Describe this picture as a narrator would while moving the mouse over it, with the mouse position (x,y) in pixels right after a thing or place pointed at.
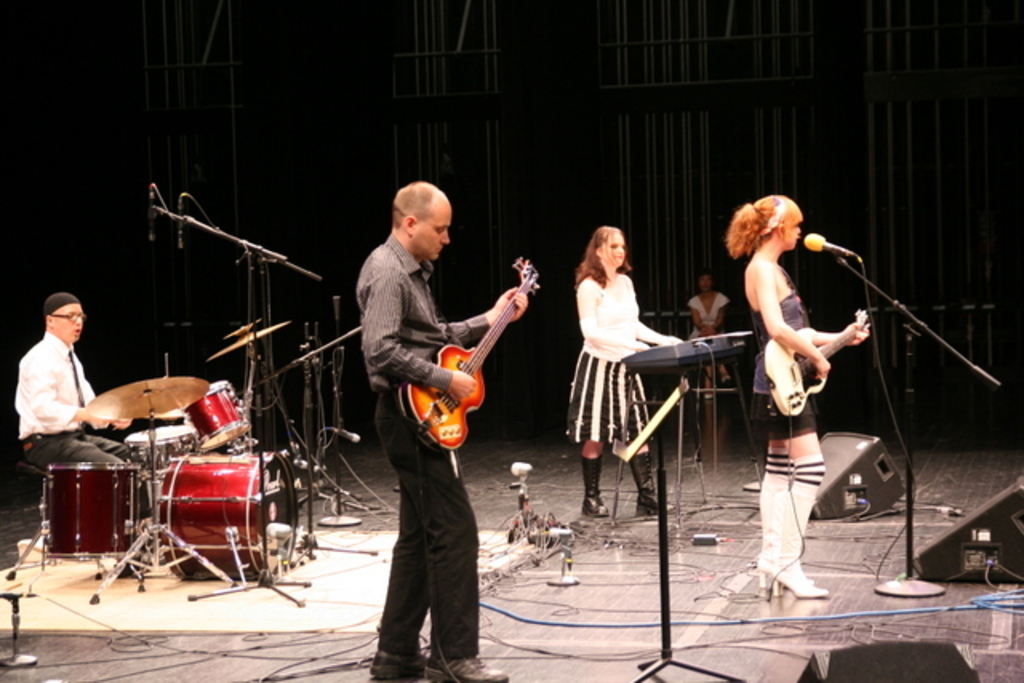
There are 2 men (422,440) and 3 women (807,349) in the picture. These 4 people (398,442) are performing by playing musical instruments (788,380). It is a microphone (852,256).
